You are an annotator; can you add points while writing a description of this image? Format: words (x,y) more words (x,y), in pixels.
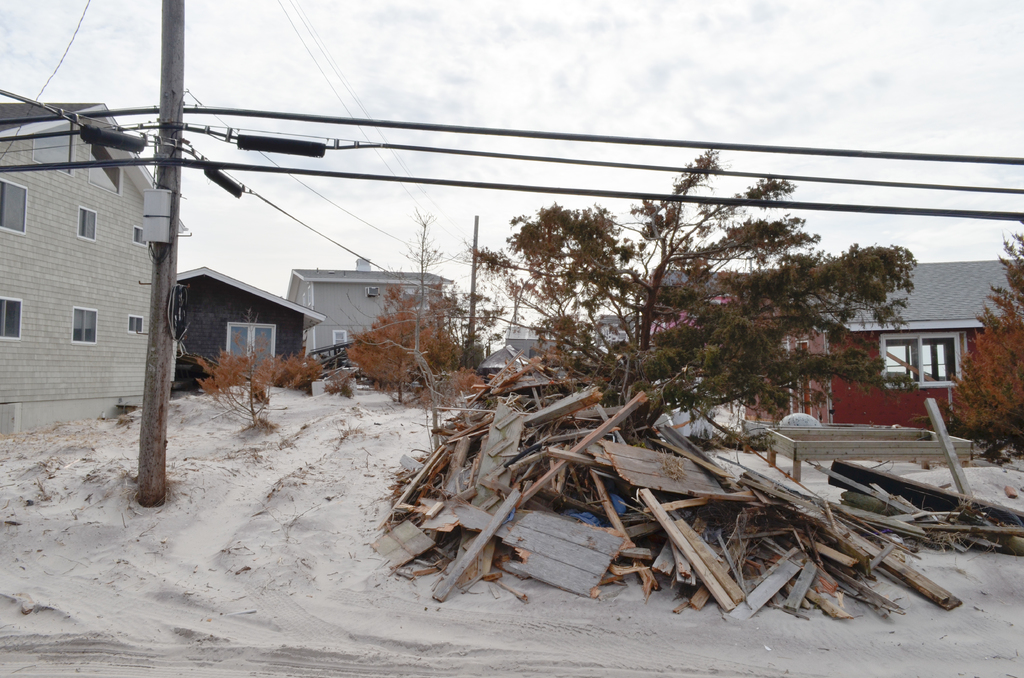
There is a pole (173,36) with wires (141,145). On the ground (245,494) there is sand (268,479) and wooden pieces (662,504). Also there are trees (570,341). And there are buildings (305,282) with windows (935,355). In the background (557,308) there is sky (541,84).
